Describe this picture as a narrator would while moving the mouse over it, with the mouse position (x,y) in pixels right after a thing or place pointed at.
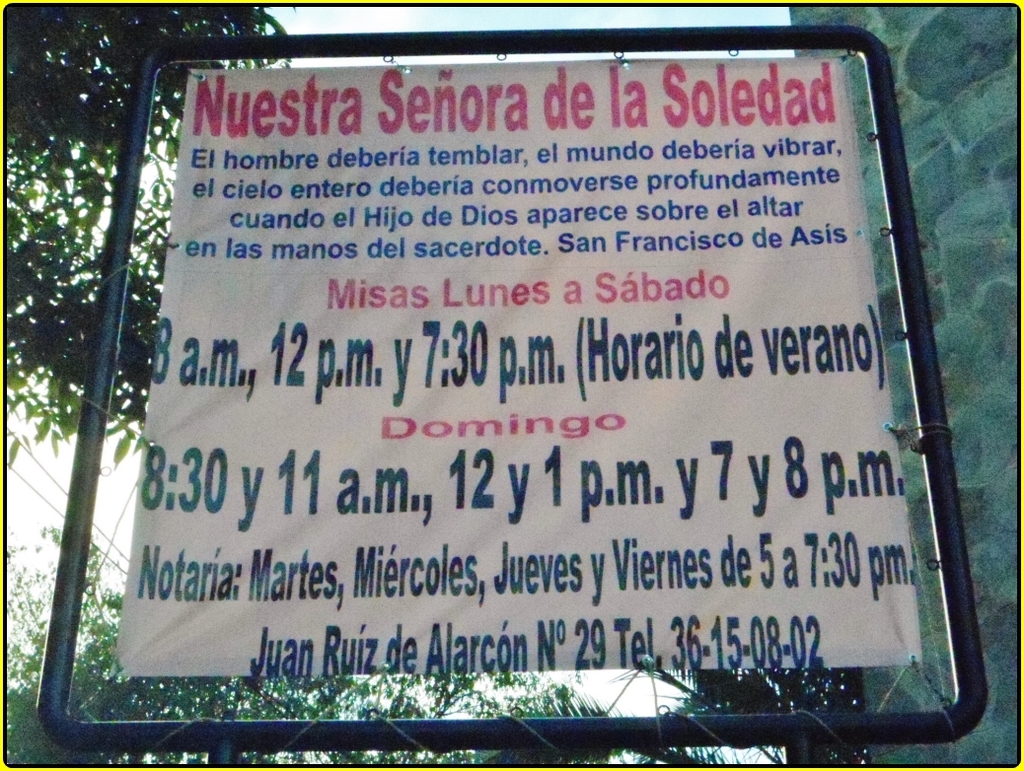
In the center of the image (507,345) we can see banner (449,588). On the right side of the image (1000,198) we can see wall (1012,637). In the background (448,18) we can see trees (215,11) and sky (379,25).
